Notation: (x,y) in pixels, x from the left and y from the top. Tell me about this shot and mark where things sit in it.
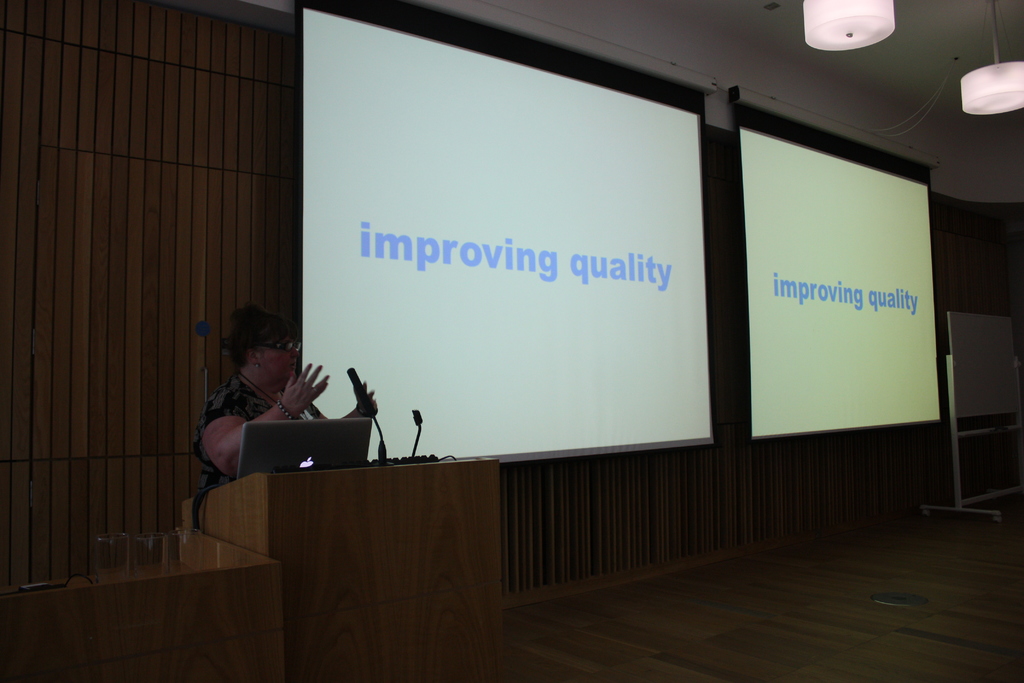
In this image I can see a woman (287,403) talking in front of the mike (365,403) and there is a laptop (343,453) placed on the podium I can see display (599,261) on the boards (783,314).
